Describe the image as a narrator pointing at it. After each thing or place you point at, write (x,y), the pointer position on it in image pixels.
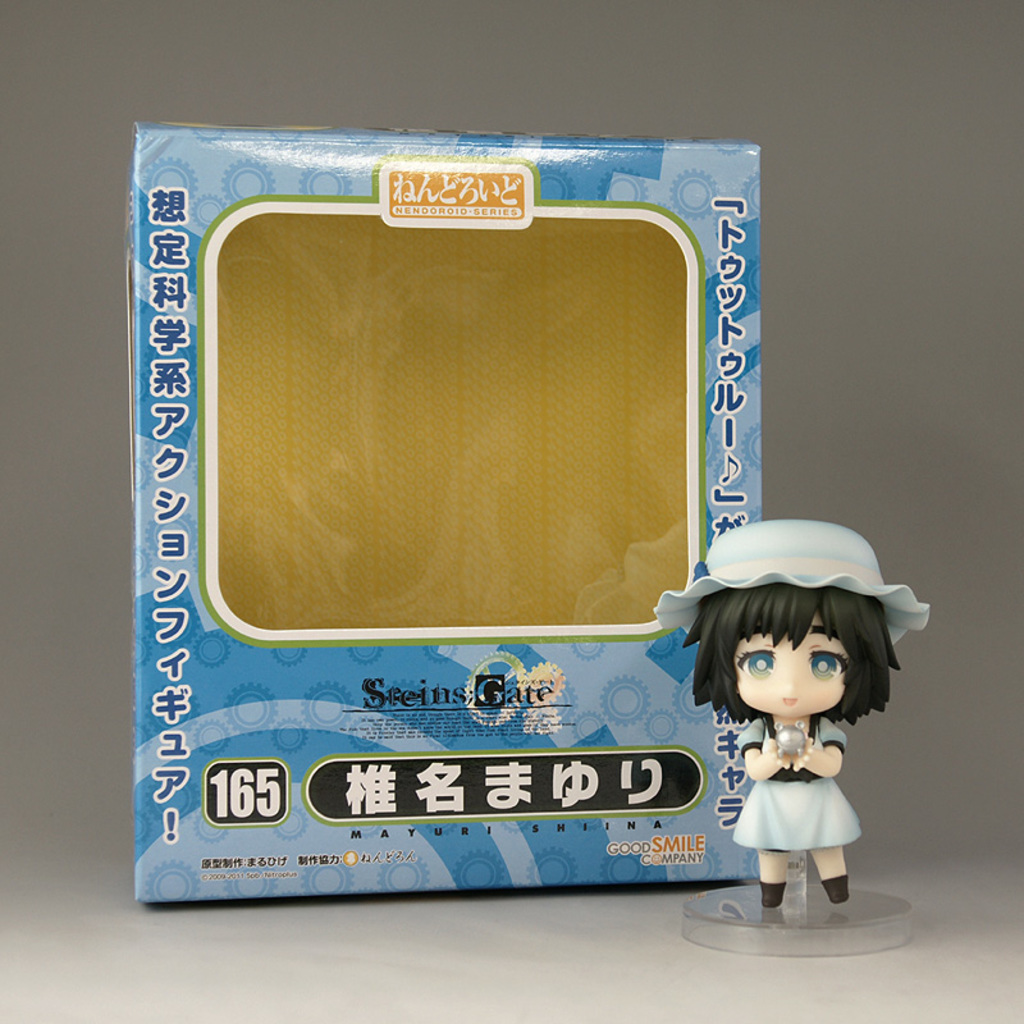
On the right side of the image (835,663) we can see a doll (782,871). In the background (594,653) we can see a carton (430,723).
